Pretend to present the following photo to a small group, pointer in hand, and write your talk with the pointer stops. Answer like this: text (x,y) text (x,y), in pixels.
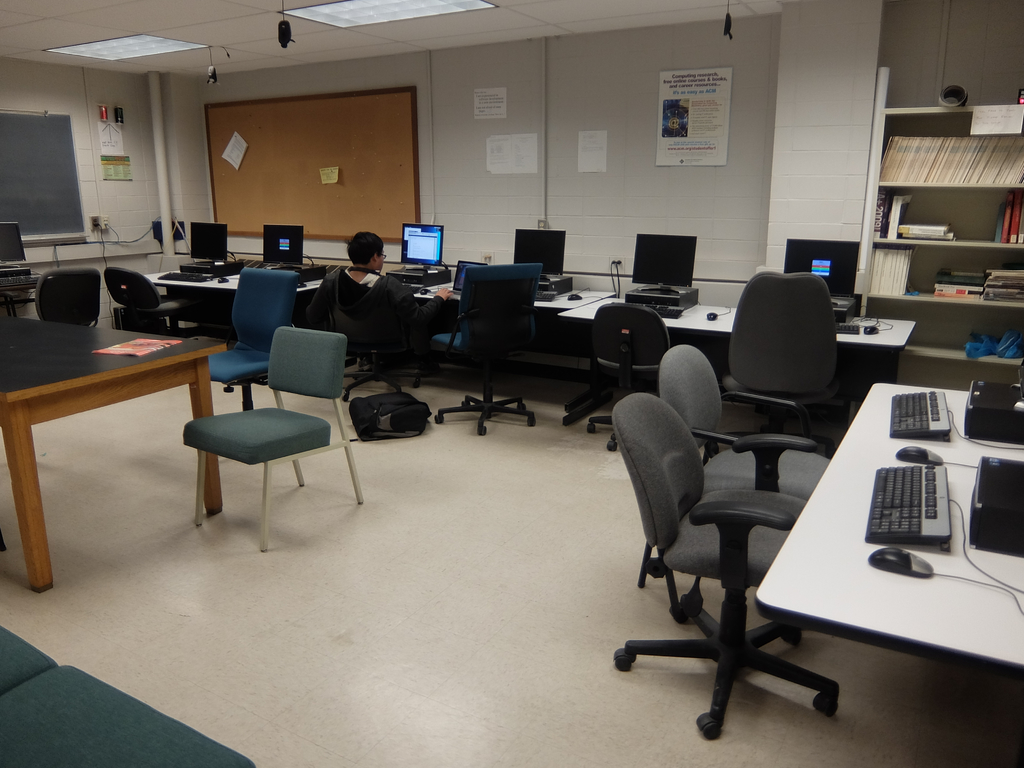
In this image we can see chairs (688,394) and this person (402,307) is sitting on the chair (369,376). Here we can see the bag (404,411) on the floor (391,444). Here we can see the tables (919,609) upon which we can see monitors (800,260), keyboards (911,504) and mouses (906,550). In the background (20,119), we can see board (243,159), posters (509,141) on the wall (560,93), books (985,177) and few things (900,196) kept in the shelf (974,218) and the ceiling (42,23) with the lights (98,43).
